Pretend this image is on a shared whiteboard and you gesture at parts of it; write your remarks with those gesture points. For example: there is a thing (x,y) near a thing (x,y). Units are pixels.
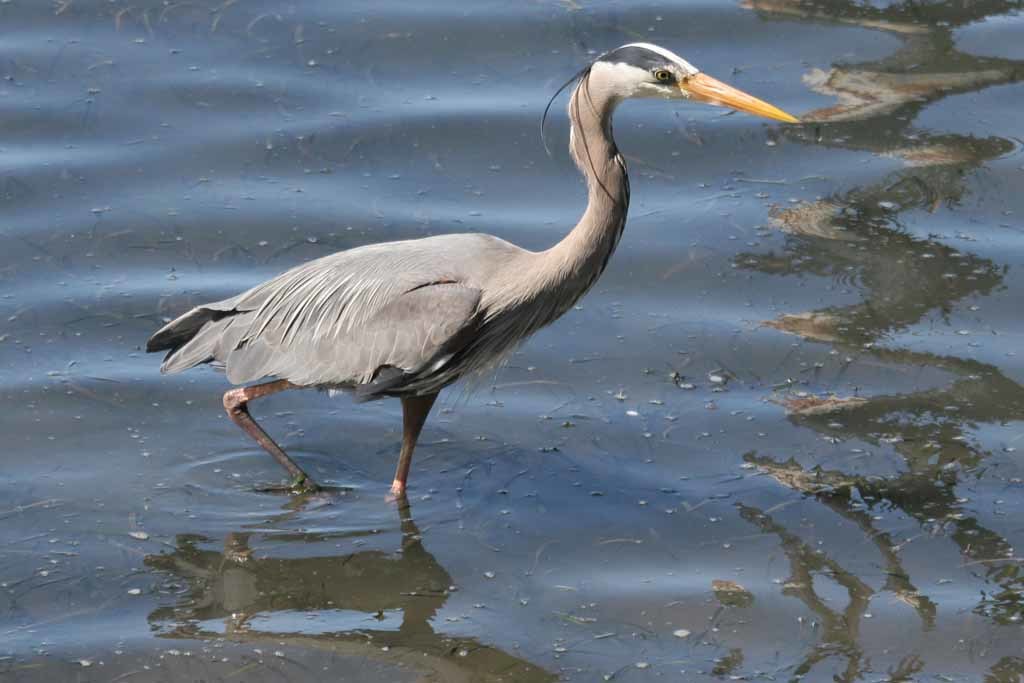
In the image we can see there is bird (283,336) standing in the river (385,429).
